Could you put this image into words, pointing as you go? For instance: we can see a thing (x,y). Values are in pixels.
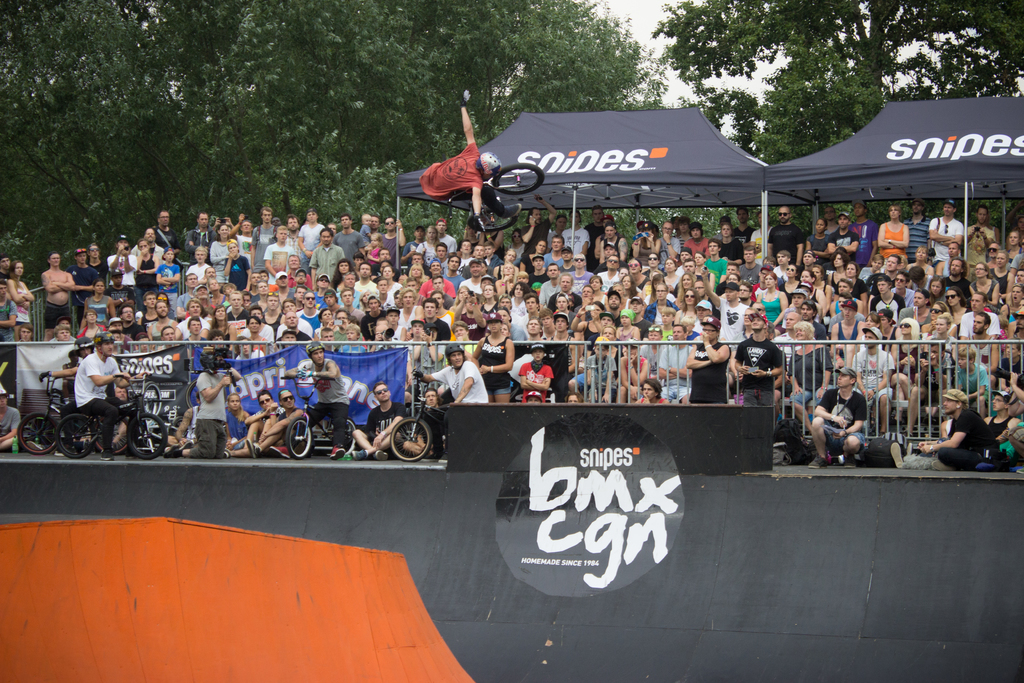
In this image in the background (353,332) there are persons (633,305) sitting and standing and there are tents (649,178) which are black in colour with some text (926,153) written on it and there are trees (386,123). In the front (527,553) there is a wall (584,540) with some text (599,514) written on it and there are persons (94,407) sitting on the bicycle (147,412) and there is a fence (609,368) and there is a person (472,194) performing stunt.
